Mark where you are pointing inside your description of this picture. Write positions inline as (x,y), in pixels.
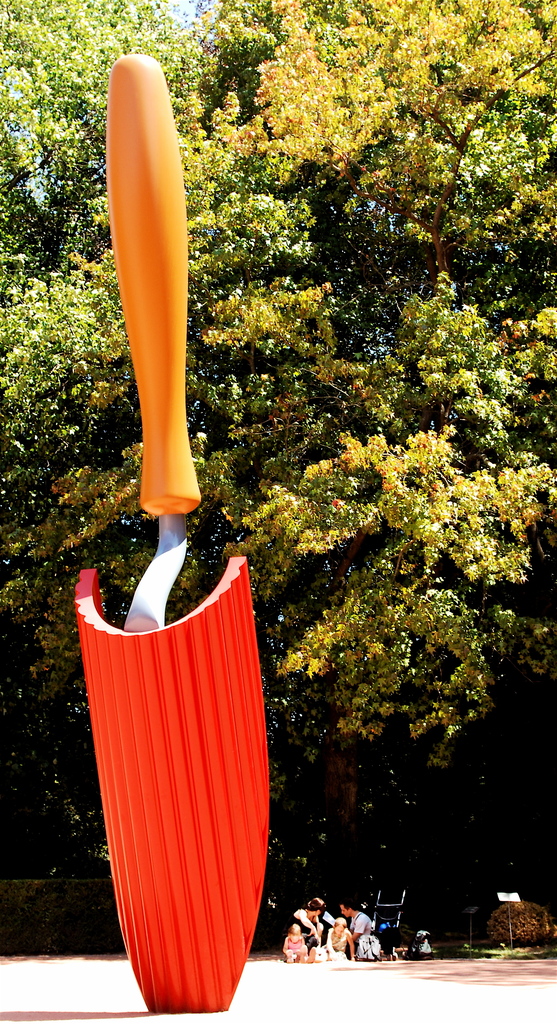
In this image we can see a statue (261,717). On the backside (346,907) we can see some people (352,942) on the ground (336,988), a fence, some plants (534,933), a group of trees (363,485) and the sky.
